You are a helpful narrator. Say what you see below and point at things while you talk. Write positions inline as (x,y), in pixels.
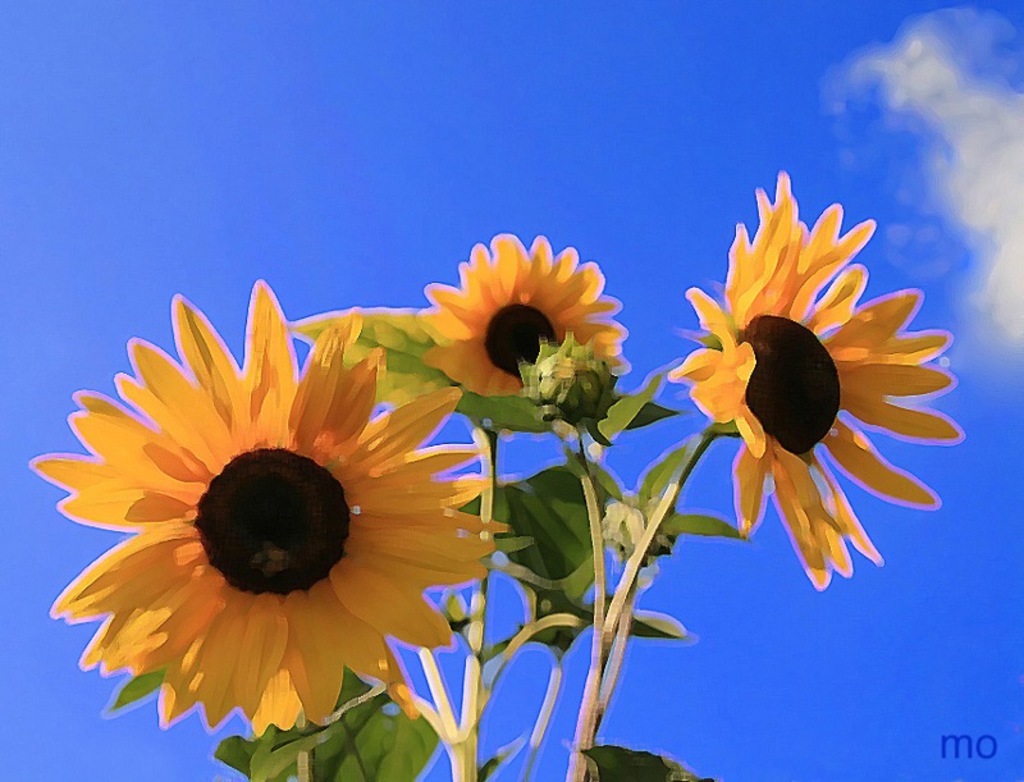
It is looking like a painting of three sunflowers (796,413) to the stems (597,564). Behind the flowers (613,357) there is a sky (755,102) and on the image there is a watermark (964,753).
